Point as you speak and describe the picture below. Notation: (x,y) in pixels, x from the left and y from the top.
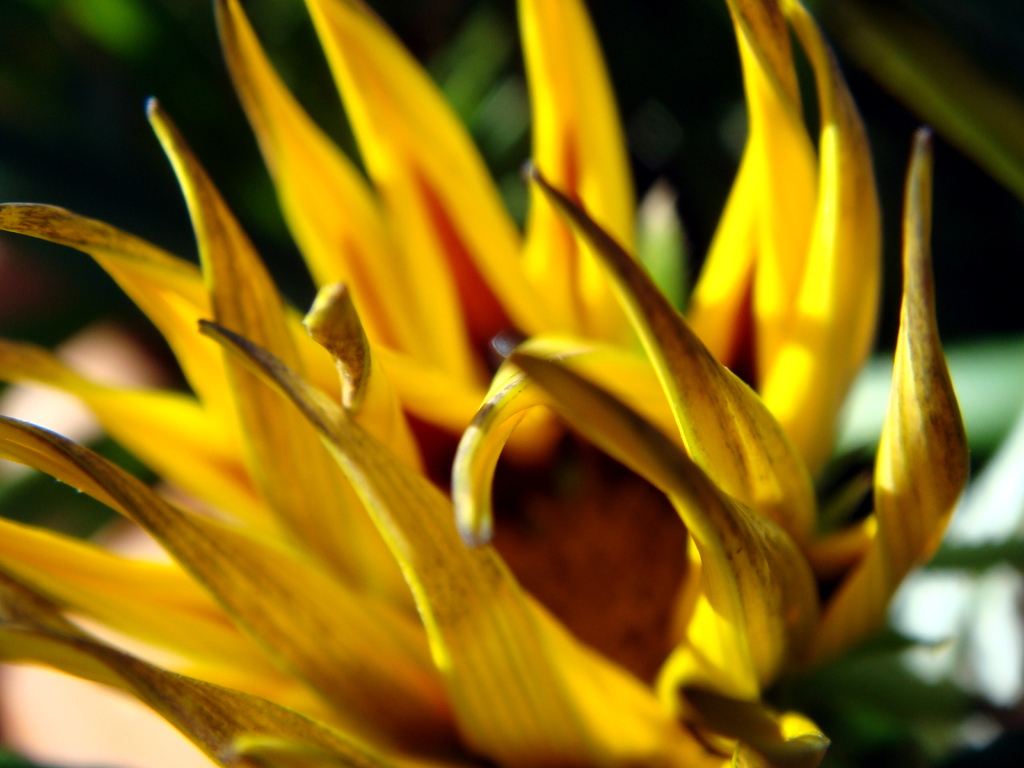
In the image we can see there is a yellow colour flower (347,492).
